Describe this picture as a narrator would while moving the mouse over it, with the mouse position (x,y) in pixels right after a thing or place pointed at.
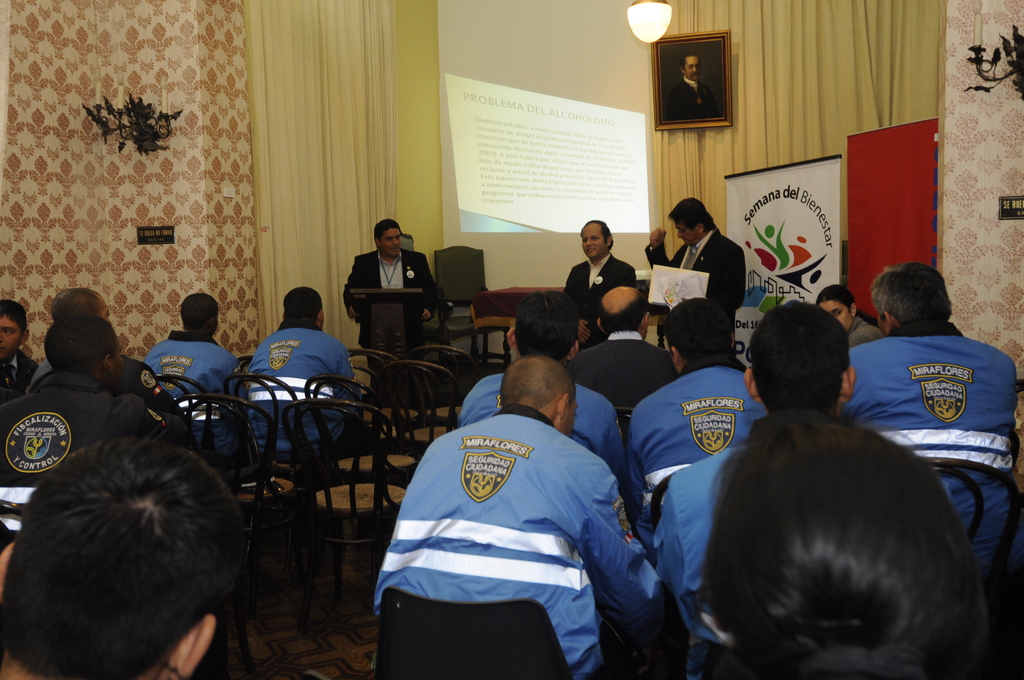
In this picture we can see a group of people (445,528) on the floor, some people (469,503) are sitting on chairs (376,507), some people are standing, here we can see a podium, table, papers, banner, cloth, name boards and some objects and in the background (575,166) we can see curtains (278,289), projector screen (460,158), light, photo frame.
